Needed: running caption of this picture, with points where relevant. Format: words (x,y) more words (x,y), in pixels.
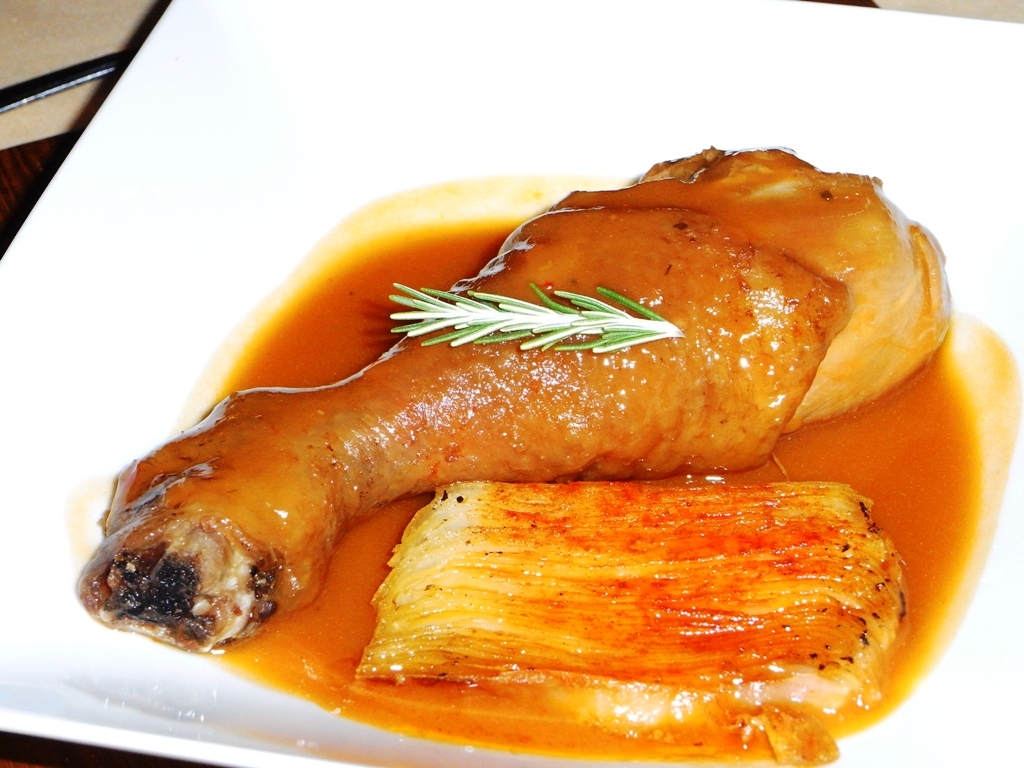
In this image we can see a white plate (638,122) with the food item (480,683).
